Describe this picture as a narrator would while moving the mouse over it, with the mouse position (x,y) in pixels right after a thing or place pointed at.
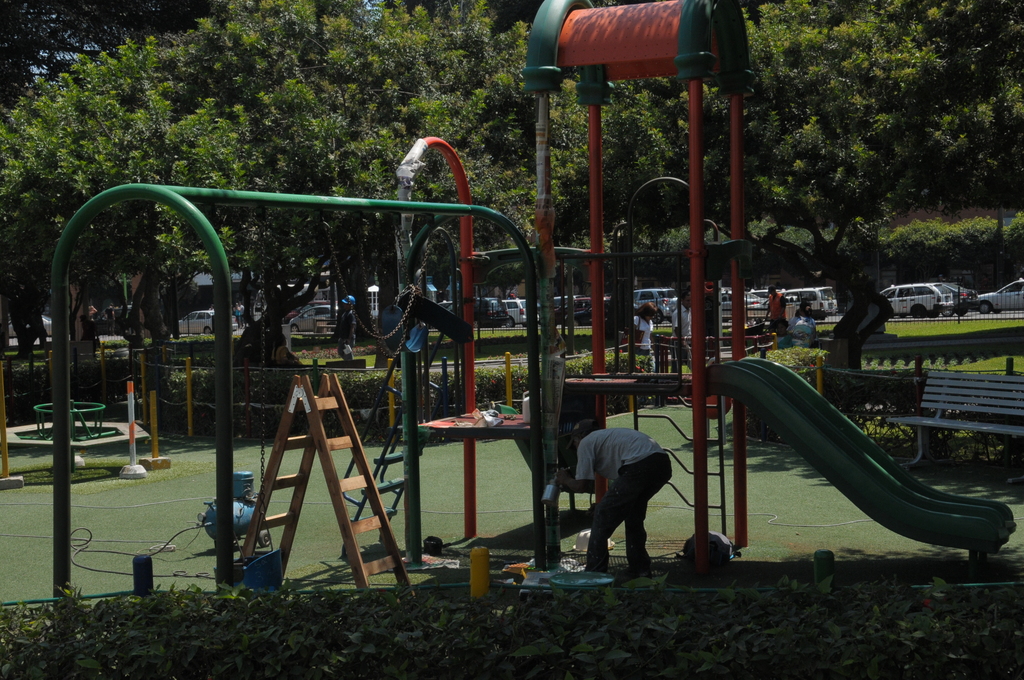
In the picture we can see playground equipment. There are plants (719,624), bench (1012,426), fence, vehicles (963,307), and few persons (348,327). In the background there are trees (982,245).
